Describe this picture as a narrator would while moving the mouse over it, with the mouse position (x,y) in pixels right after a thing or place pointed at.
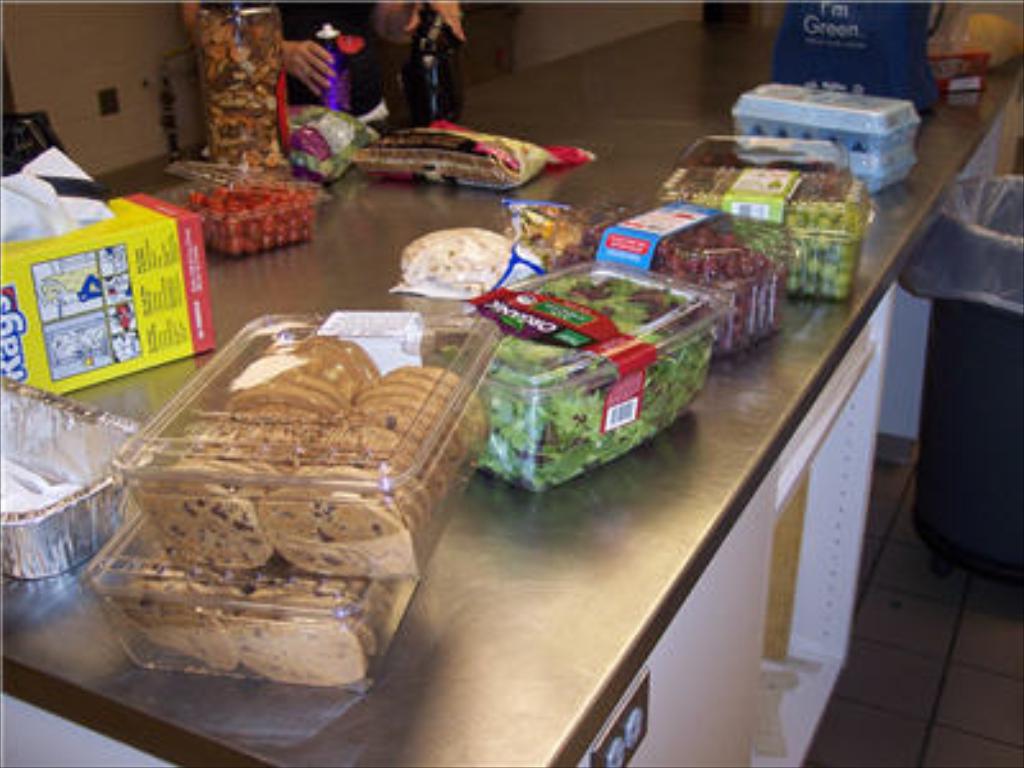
In the image we can see there are many plastic boxes (589,325), in the box (766,254) there are food items (281,504), this is a plastic cover (404,165) and a tissue paper box (63,270). This is a floor (945,634) and dustbin (955,432), we can even see a person (304,28) wearing clothes (294,33).
